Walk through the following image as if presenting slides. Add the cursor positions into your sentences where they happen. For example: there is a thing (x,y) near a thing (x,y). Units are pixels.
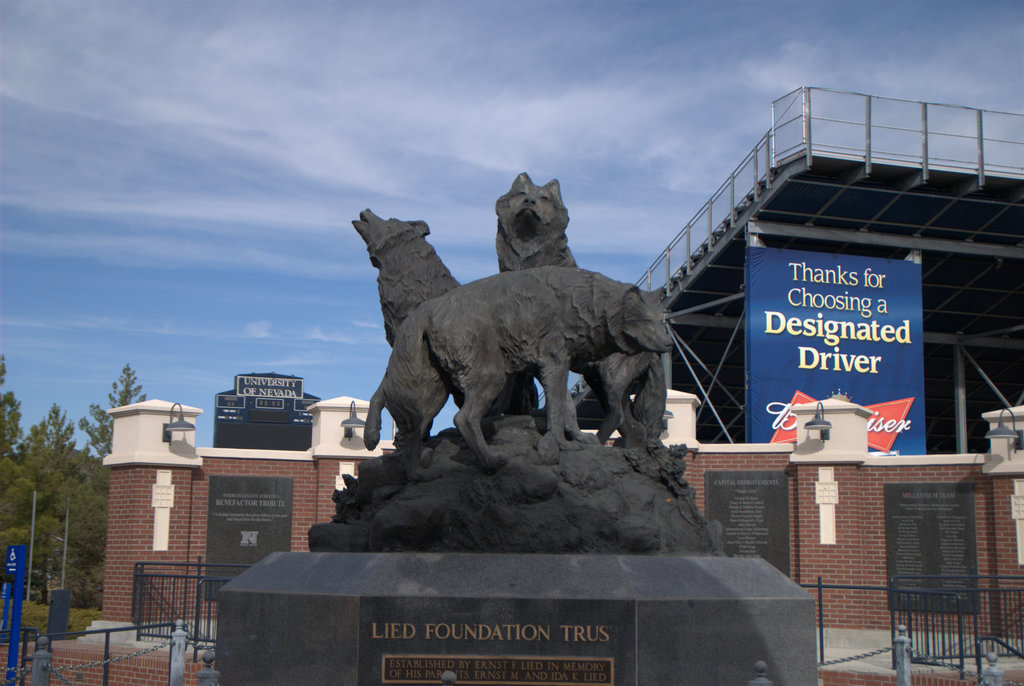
In the foreground of the picture (579,470) there is a sculpture (552,329). In the background (885,496) there is a building (909,247). On the left (52,465) there are trees (49,493) and poles (8,572). Sky (373,122) is bit cloudy. In the center of the picture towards right (833,336) there is a hoarding (883,333).
